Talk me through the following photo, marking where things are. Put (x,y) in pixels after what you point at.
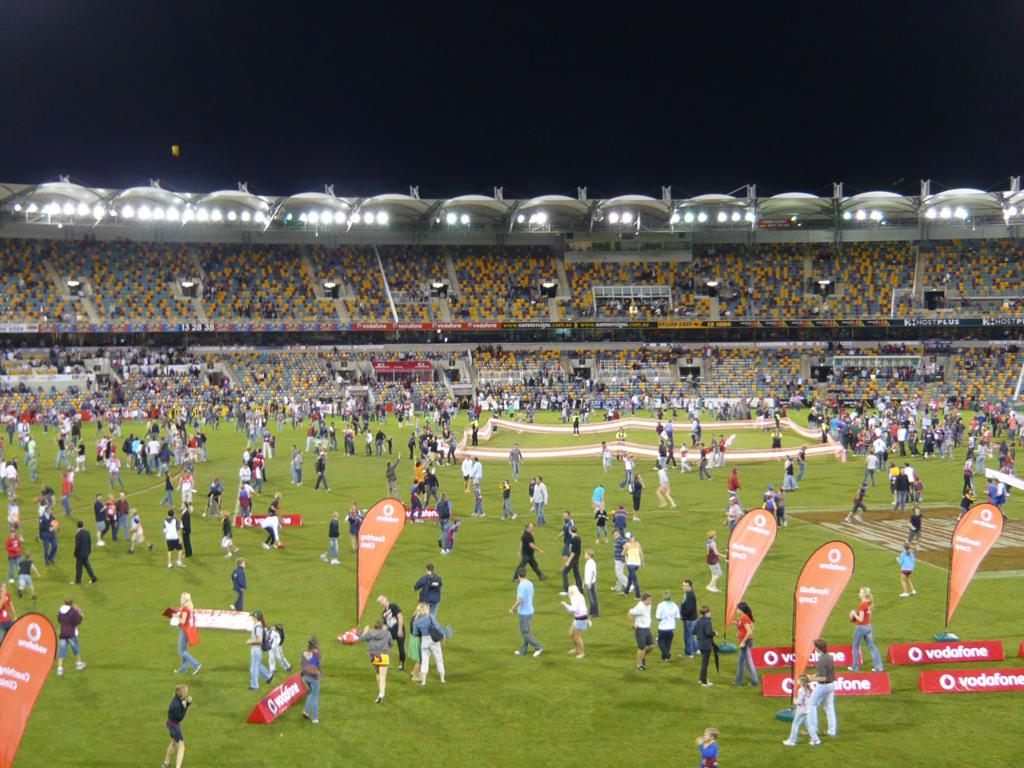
In the foreground of this image (411,630), there are people (733,479) standing and walking on the grass (461,711). We can also see few boards (296,680) and the banner flags (364,547). In the background (920,299), there is stadium (390,295), lights (611,212) and the dark sky (510,106).
